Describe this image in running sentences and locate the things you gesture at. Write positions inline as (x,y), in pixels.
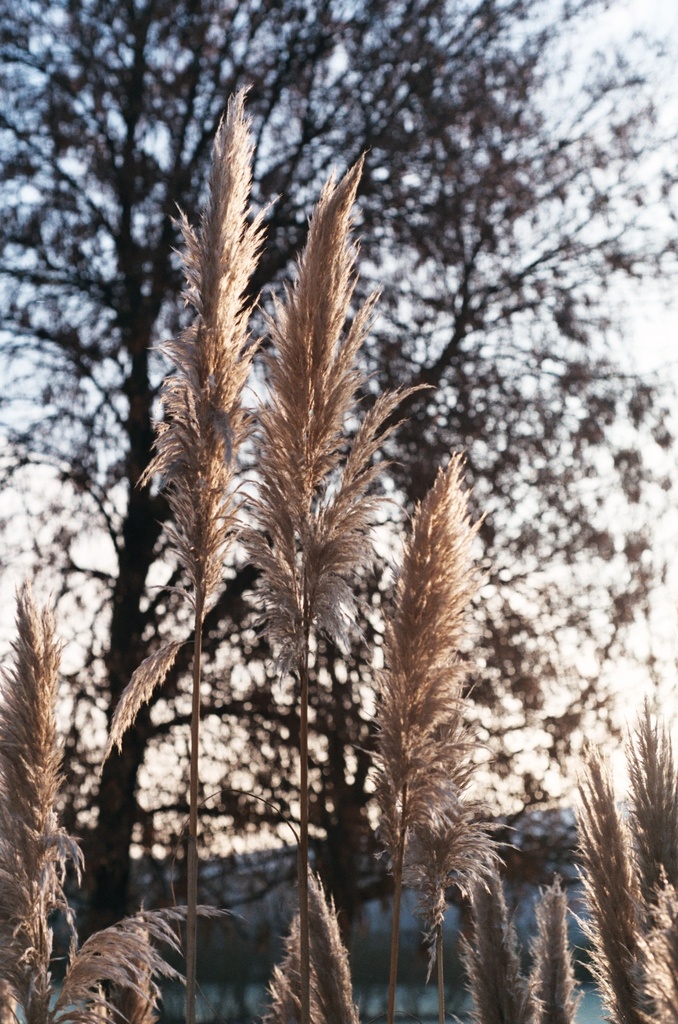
In this image we can see some plants (395,730). On the backside (466,712) we can see a tree (484,419) and the sky (525,378).
